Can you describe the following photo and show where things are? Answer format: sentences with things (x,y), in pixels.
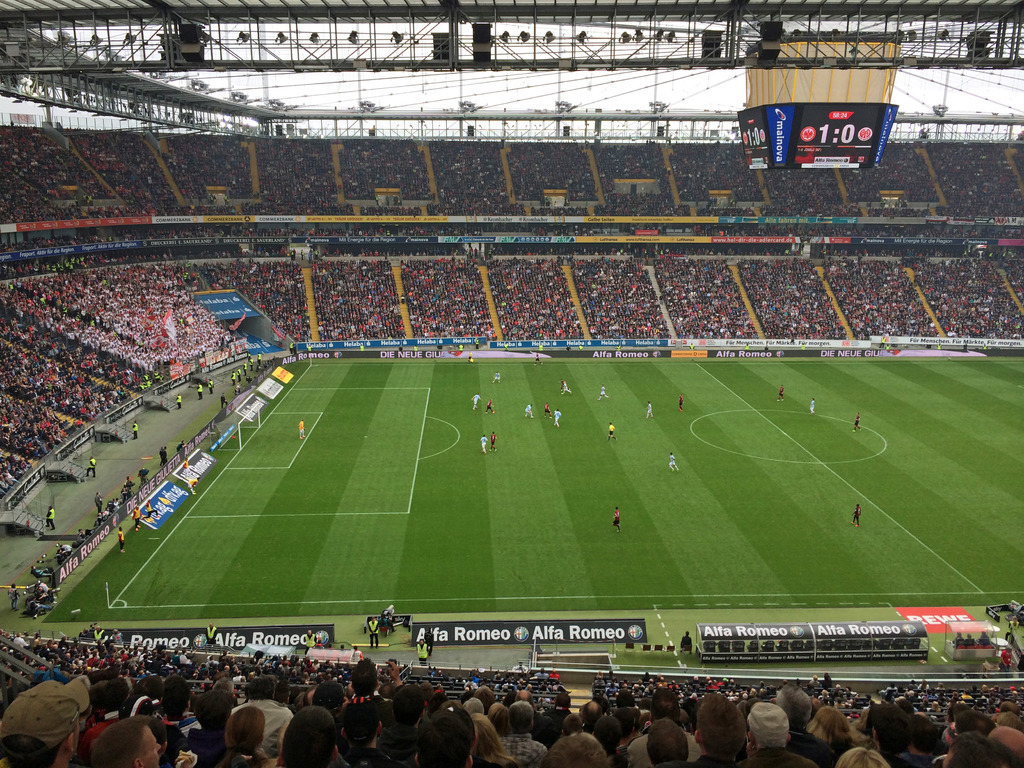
In this picture I can see the football ground (557,384) and stadium (802,207). In the top right (780,108) I can see the screen (882,136) which is placed on the roof (824,44). In the ground (577,363) I can see the referee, players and goalkeeper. On the stadium (600,685) I can see the audience (773,719). In the background (525,91) I can see the sky (470,88).
